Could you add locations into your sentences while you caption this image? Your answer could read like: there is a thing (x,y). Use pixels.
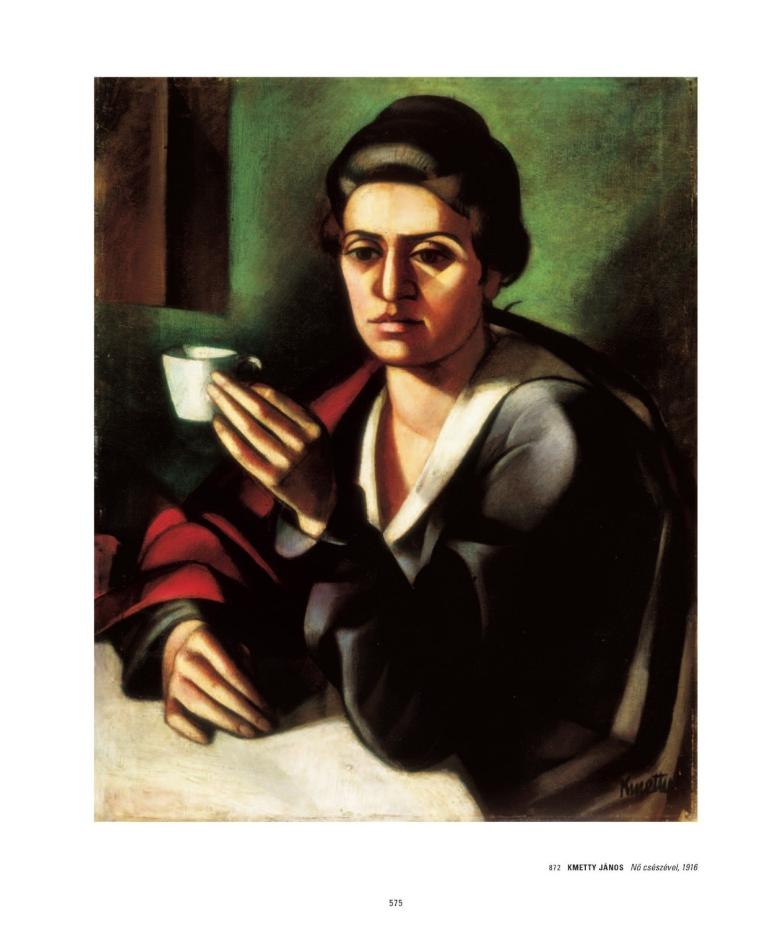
In this picture we can see painting (574,601). There is a woman (574,606) sitting on a chair (624,766) and holding a cup (180,408) and we can see table (322,796), behind her we can see wall (590,290). At the bottom of the image (641,778) we can see text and numbers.
